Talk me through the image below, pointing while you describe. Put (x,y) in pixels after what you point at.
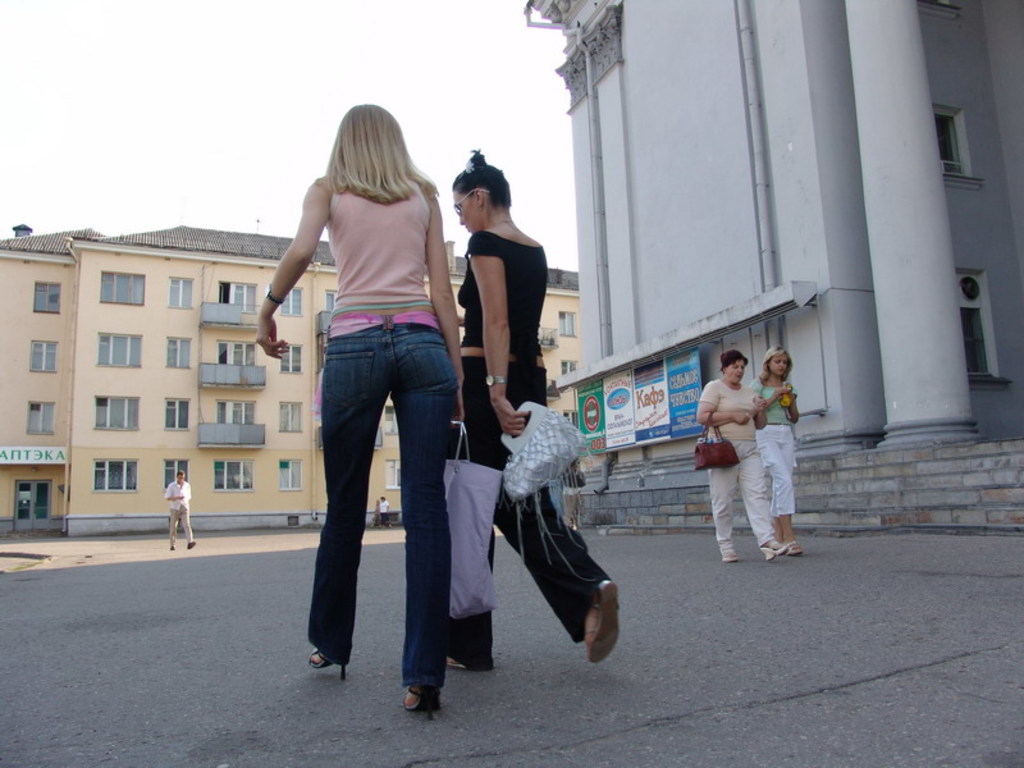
In the image there are some people (440,517) walking on the ground (164,552) and there are two big buildings (668,319) around the people (738,377). In the front (428,312) there are two women (496,217) walking on the ground (240,668) they are carrying bags (463,497) in their hand (501,404).
